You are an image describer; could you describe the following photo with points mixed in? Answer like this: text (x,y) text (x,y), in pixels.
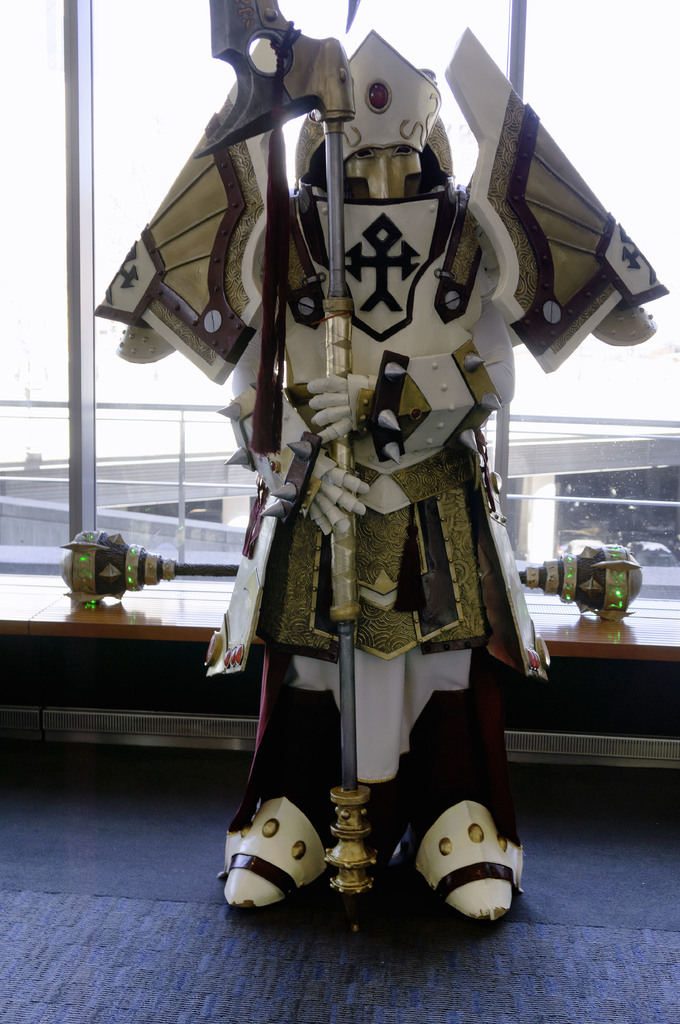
In this image we can see a person (306,500) on the surface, behind the person (378,813) there are some objects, in the background (513,442), we can see a bridge (521,442), pillars (532,521) and some vehicles (650,542).
